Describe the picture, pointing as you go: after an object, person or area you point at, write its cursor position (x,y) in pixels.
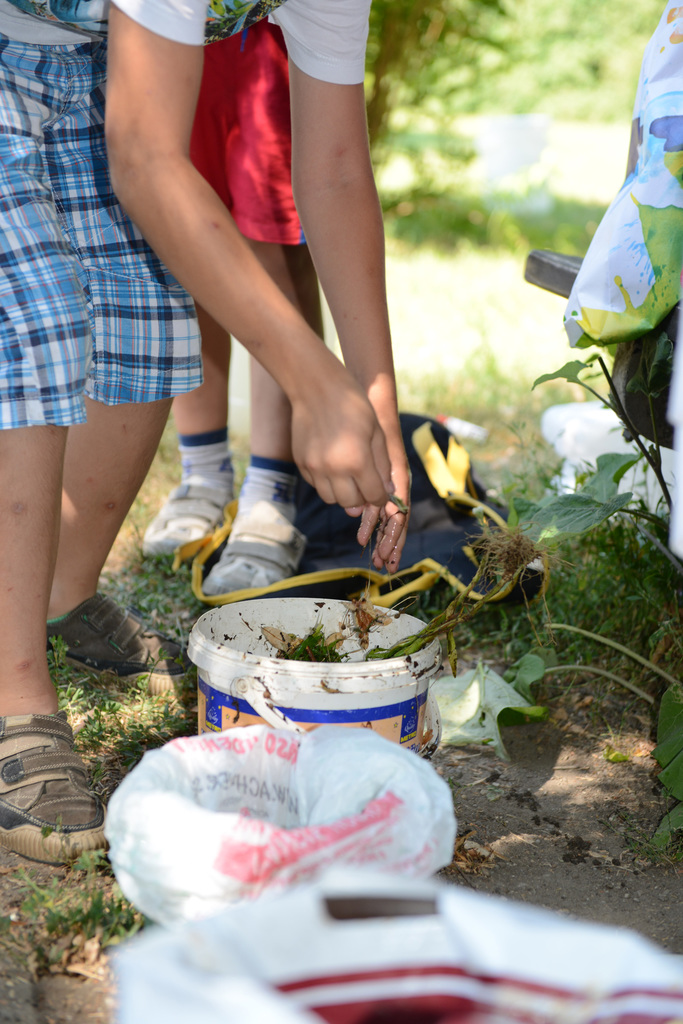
In this image I can see a person (294,331) holding something. We can see buckets (251,683) and plastic covers (329,871). I can see plants (520,567) and grass (568,571).
